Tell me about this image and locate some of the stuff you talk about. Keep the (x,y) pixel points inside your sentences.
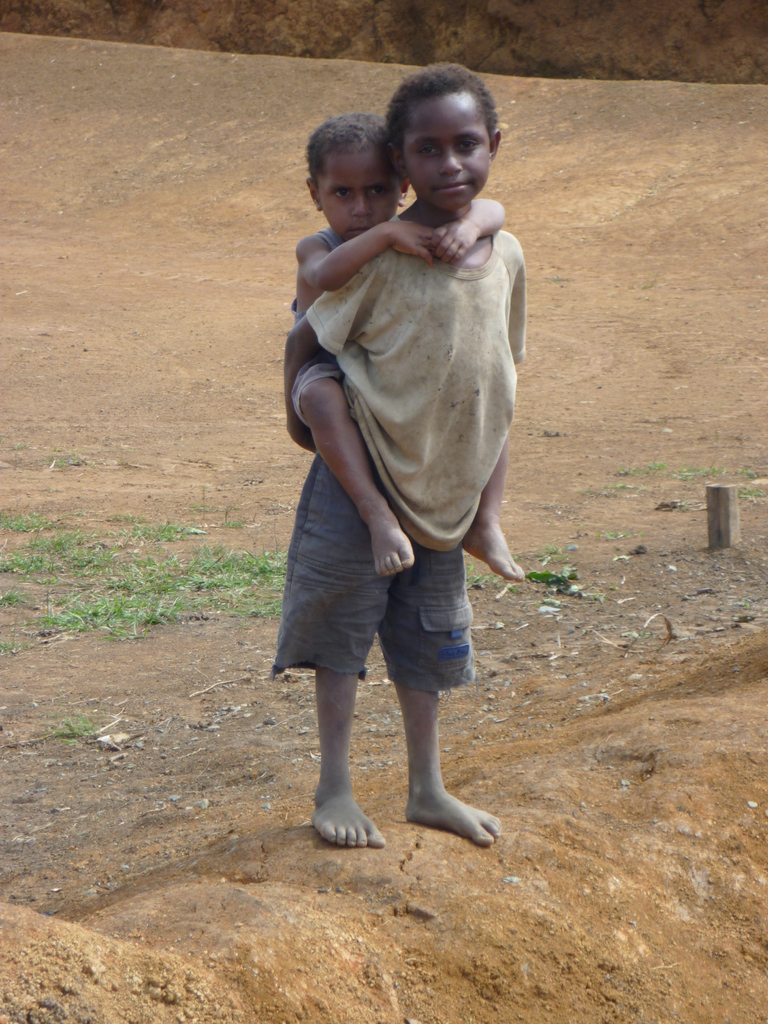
In this image I can see a boy (418,339) is carrying a child (345,251) in the back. On the ground (531,504) I can see some objects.
